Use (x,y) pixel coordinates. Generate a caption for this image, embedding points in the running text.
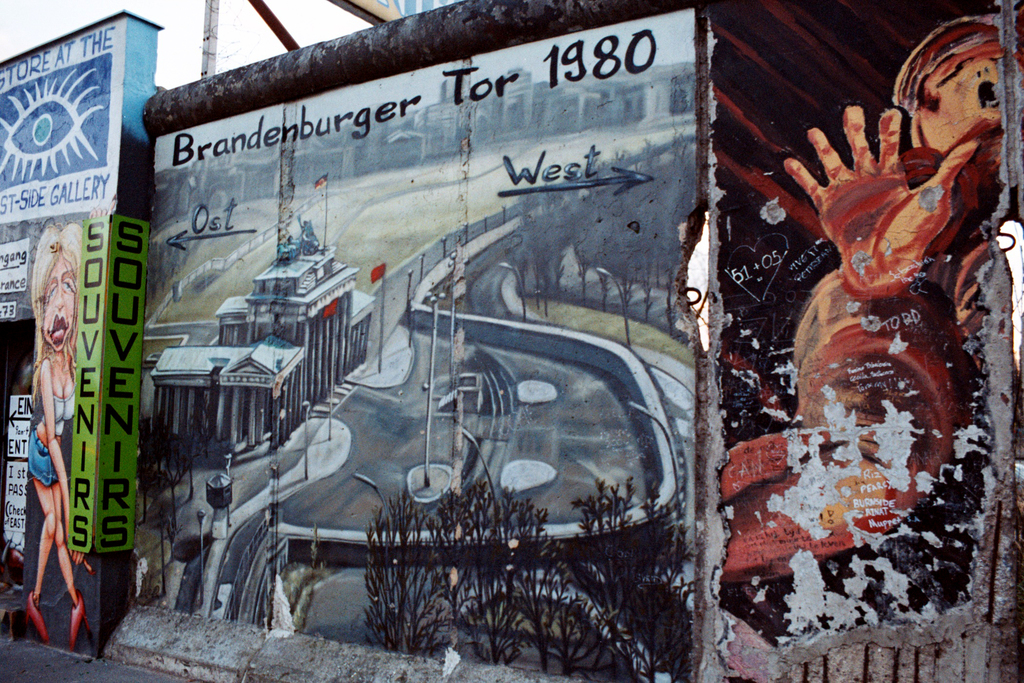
In this image we can see the paintings (361,352) and text (91,426) on the wall (549,317), there is a pole (284,41), a board (415,10) with text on it, also we can see the sky (81,24).
